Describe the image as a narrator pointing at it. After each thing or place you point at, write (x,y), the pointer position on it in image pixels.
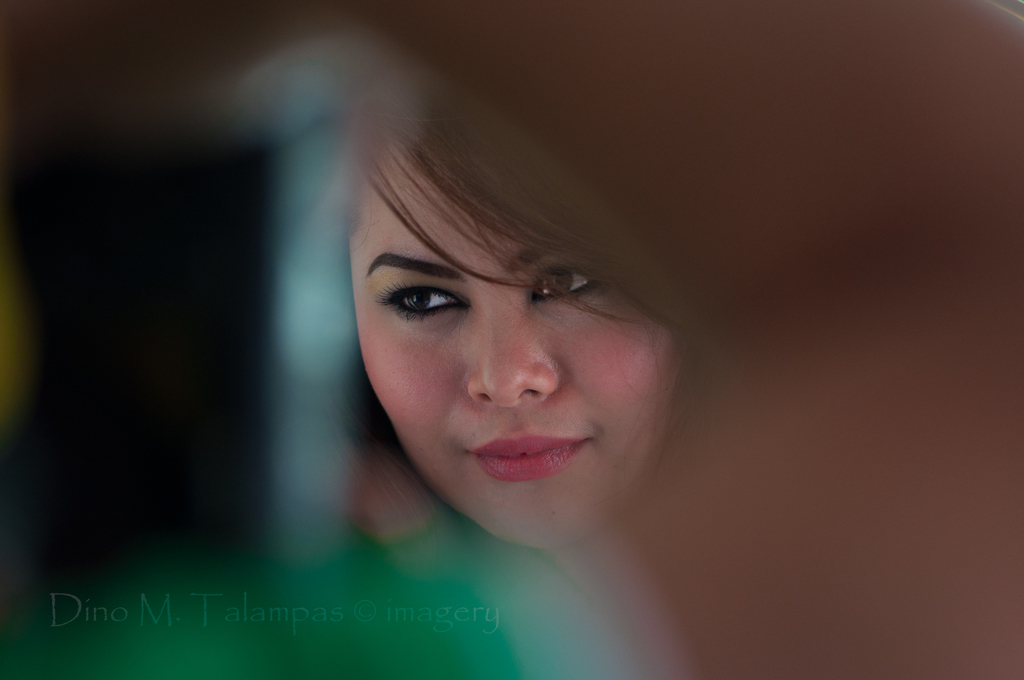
Here we can see a woman face (480,342) and around her face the image is blur.
